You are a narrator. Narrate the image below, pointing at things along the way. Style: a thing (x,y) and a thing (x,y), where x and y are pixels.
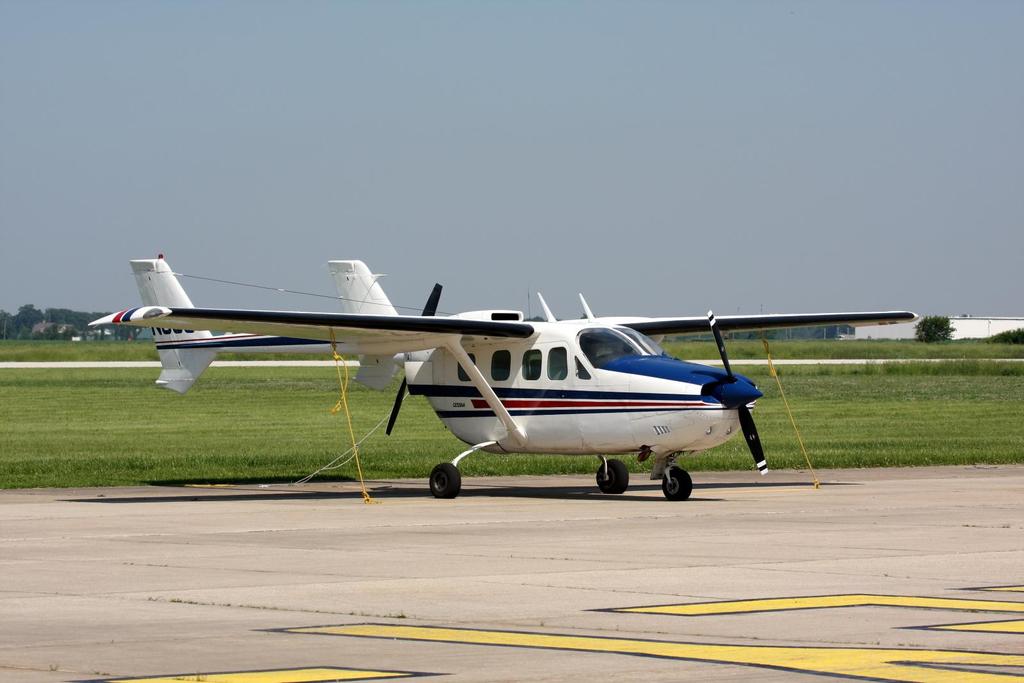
In this image we can see an aircraft (578,401) on the ground (641,522). Behind the aircraft (679,489) we can see the grass (875,415). On the right side (947,326), we can see a shed (962,318) and trees (921,331). On the left side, we can see a group of trees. At the top (504,92) we can see the sky (424,122). At the bottom (328,677) we have yellow color on the ground (750,633).
